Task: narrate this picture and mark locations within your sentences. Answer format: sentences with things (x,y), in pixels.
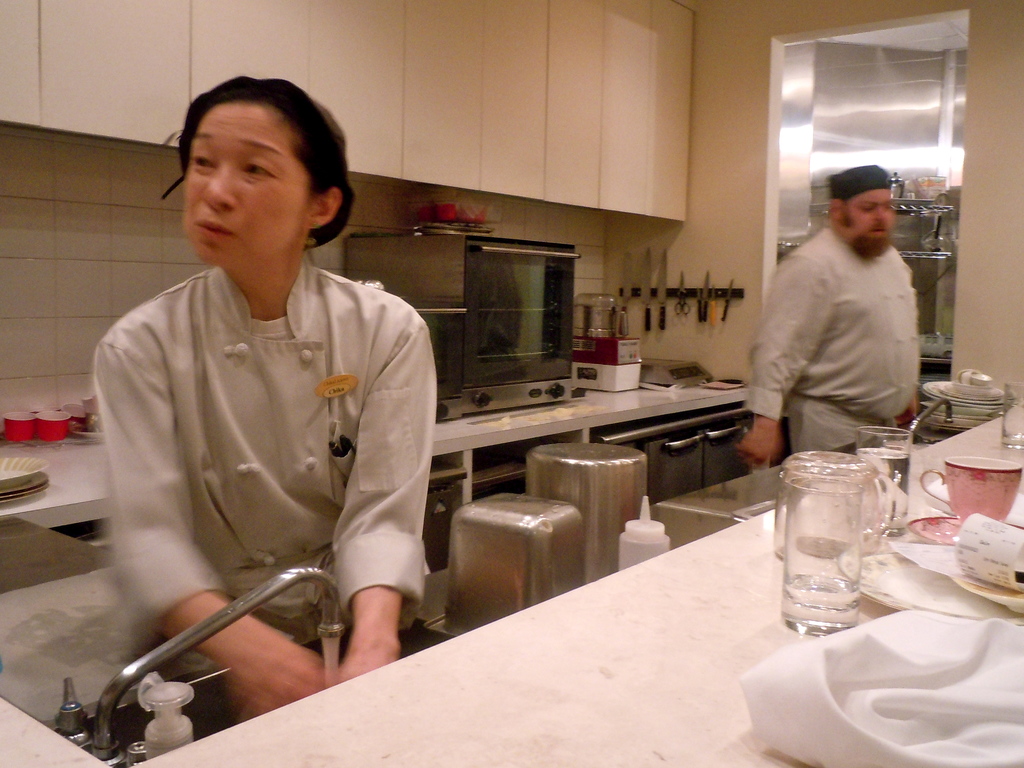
In this image in the front (667,652) on the table (723,632) there are glasses (892,508) and there is a cloth (912,703) which is white in colour and there are papers (982,556). In the center (391,419) a person's (887,316) standing. In the background (488,347) there is an oven (547,308), there is a stand (638,292), there are knives (625,287) and there are wardrobes (423,90), there are cups (41,433), plates (31,469) and there is a tap (335,624) and there are containers (553,511).
